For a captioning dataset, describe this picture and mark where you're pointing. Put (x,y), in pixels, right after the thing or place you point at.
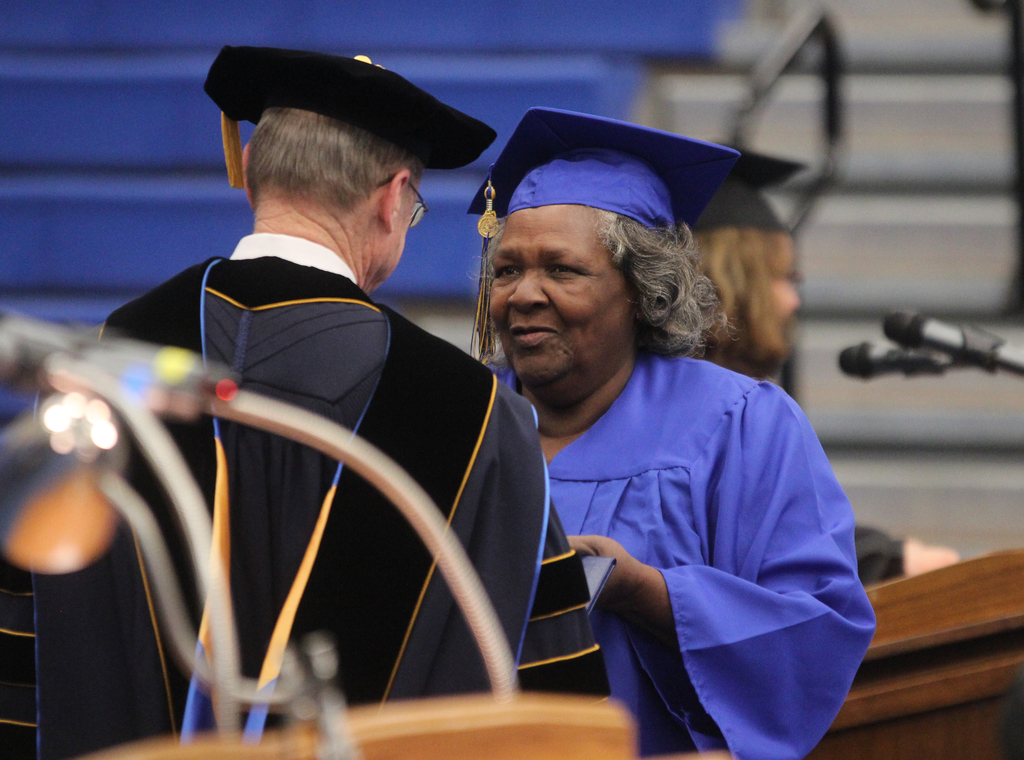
In this image we can see two persons (493,411) are standing, she is wearing the graduation dress (791,544), here is the podium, here a woman (775,343) is standing, here is the microphone (918,357), here is the staircase (976,373).
